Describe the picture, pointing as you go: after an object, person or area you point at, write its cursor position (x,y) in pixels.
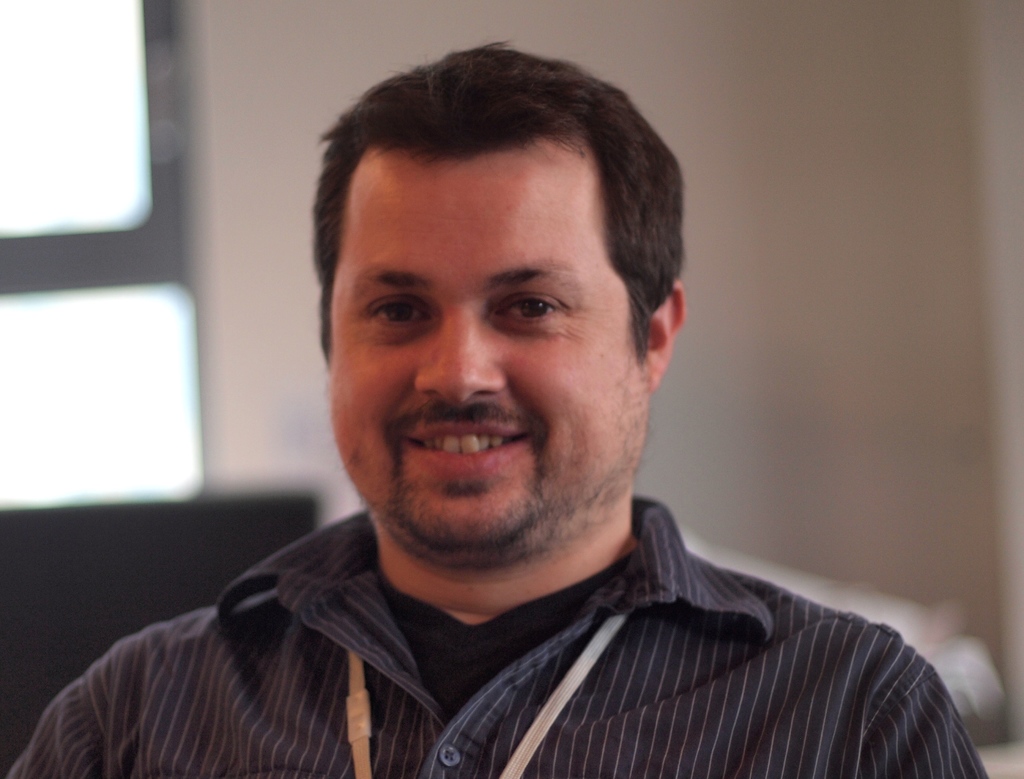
In this picture I can see a man (486,199) smiling, and there is blur background (98,586).
